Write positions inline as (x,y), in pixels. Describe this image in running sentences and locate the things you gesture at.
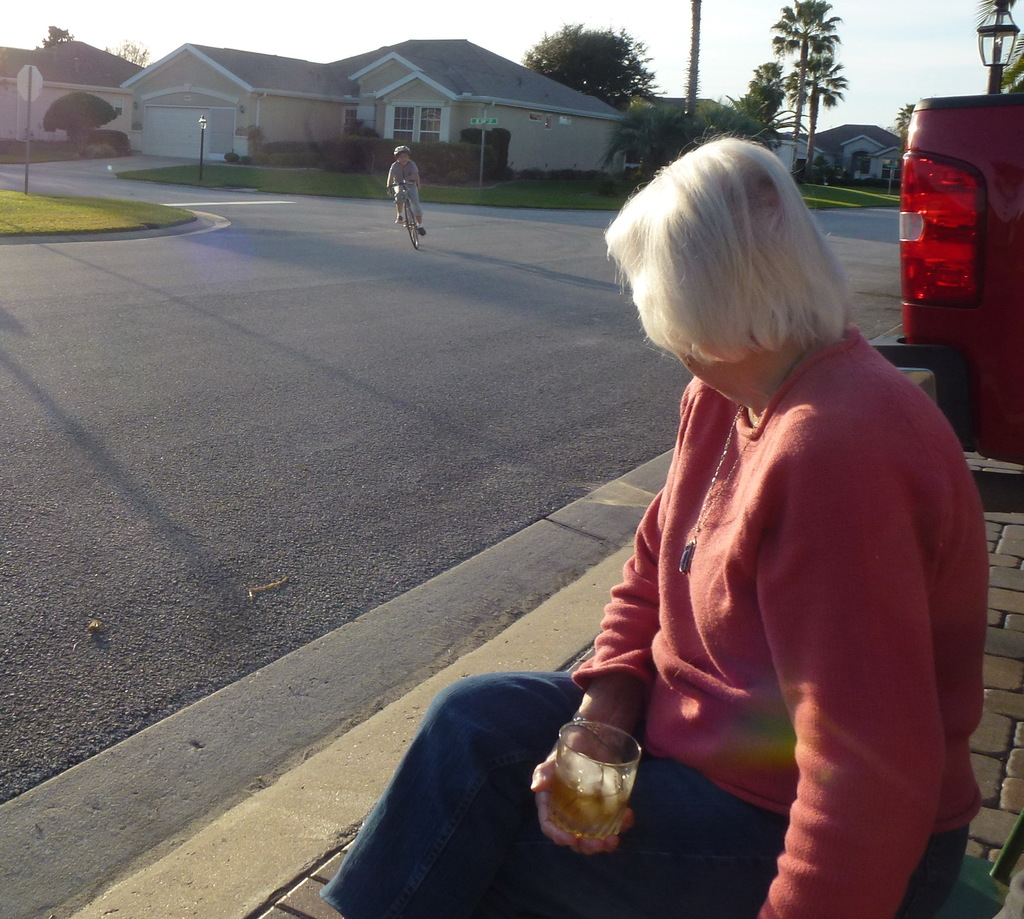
This picture is clicked outside. On the right (720,460) we can see a person (830,495) holding a glass (601,787) of drink (571,796) and seems to be sitting on the ground (991,780) and we can see a person (402,179) riding a bicycle (408,213) and we can see the green grass (42,217), lamp posts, metal rods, houses (585,154), trees (798,93), sky (968,53) and a red color object (992,281) seems to be the vehicle (925,194) and many other objects (232,116).
